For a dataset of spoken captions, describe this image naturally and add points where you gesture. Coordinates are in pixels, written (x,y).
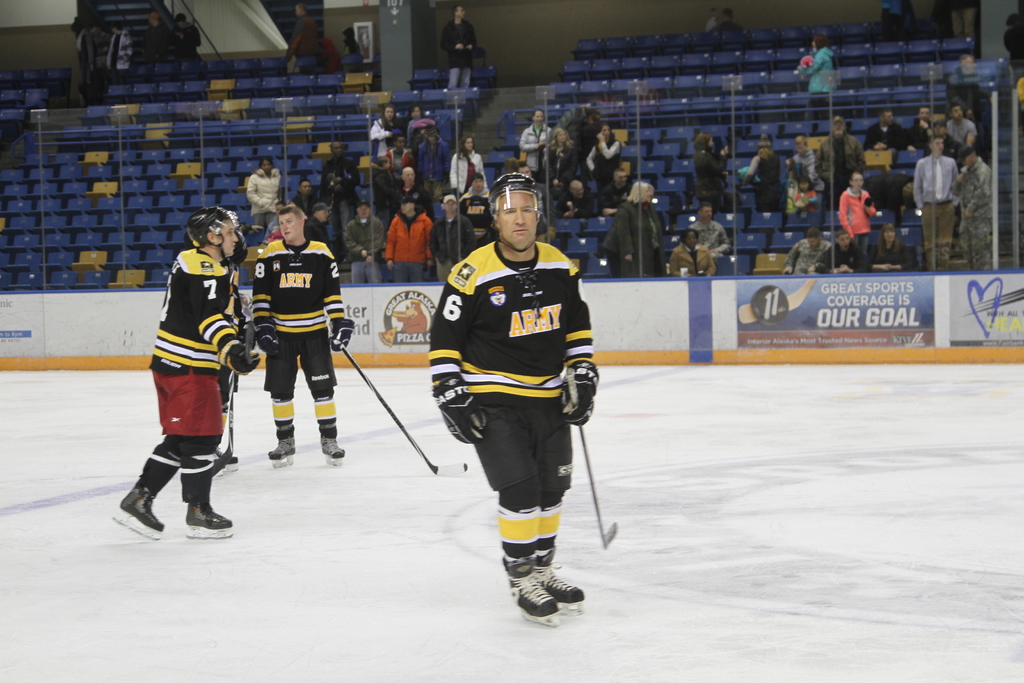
In this image we can see three people (270,362) wearing sports dress (174,398) and playing ice hockey and they are holding hockey sticks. We can see some people (163,51) in the background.
